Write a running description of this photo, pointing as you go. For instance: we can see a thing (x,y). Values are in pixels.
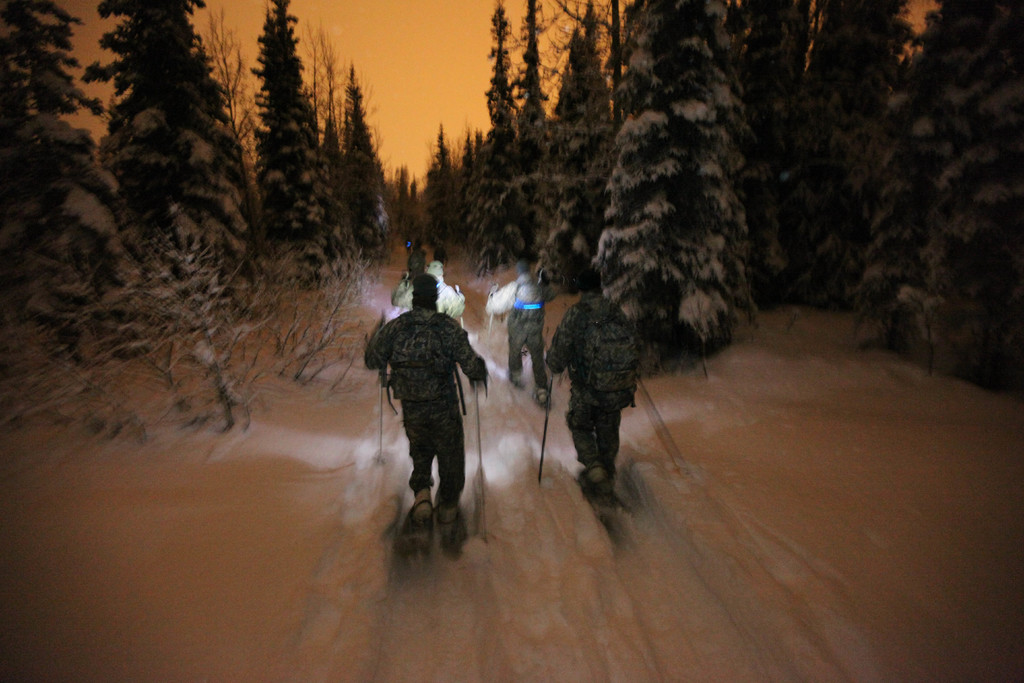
This is an edited image. In this picture, we see the men (438,329) in the uniform (422,321) are holding the skiing sticks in their hands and they are skiing. At the bottom (542,595), we see the snow (708,583). There are trees (547,250) in the background (745,239) and these trees (353,215) are covered with the snow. At the top (391,87), we see the sky (411,87).
